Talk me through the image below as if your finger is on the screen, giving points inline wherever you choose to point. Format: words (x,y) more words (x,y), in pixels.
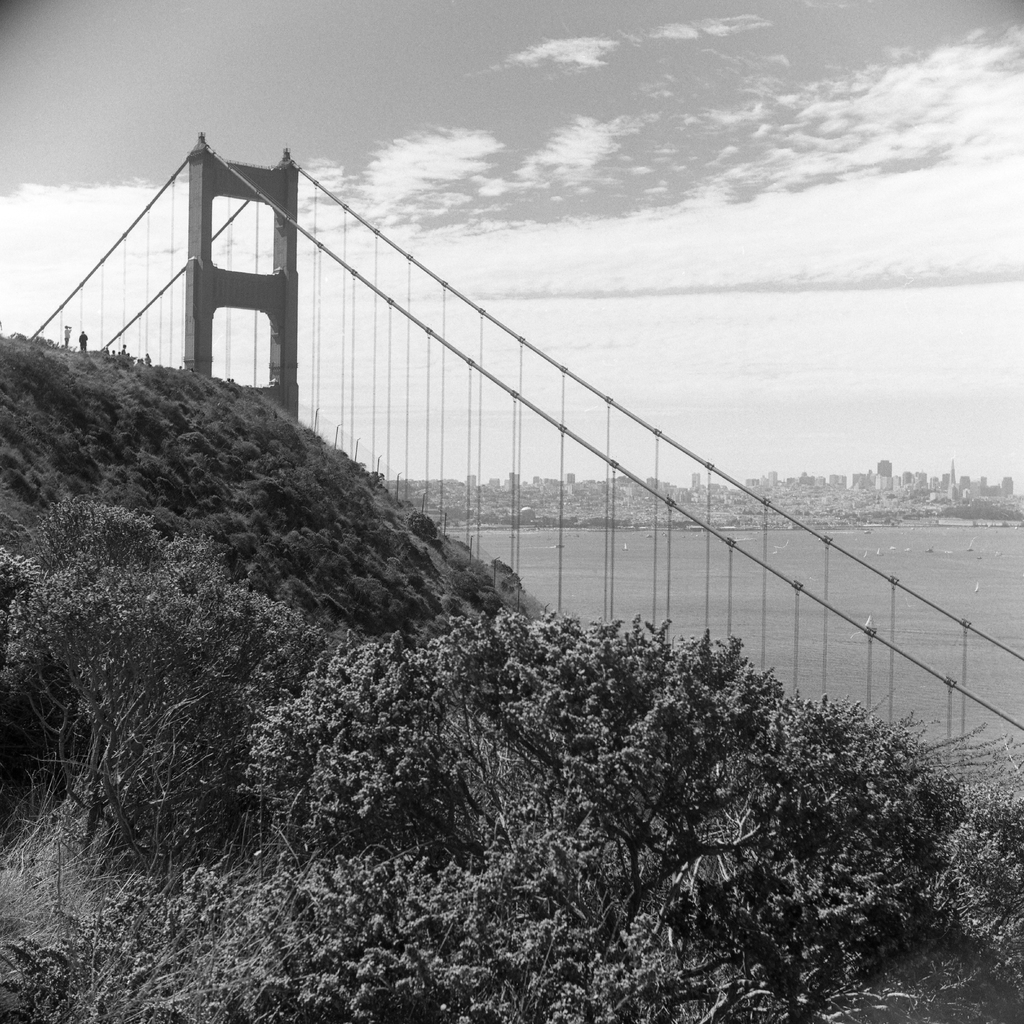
These are the trees (377,773), this is the bridge (873,630), on the right side (871,610) there is water (910,642). At the top (718,172) it is the sky (718,172).
